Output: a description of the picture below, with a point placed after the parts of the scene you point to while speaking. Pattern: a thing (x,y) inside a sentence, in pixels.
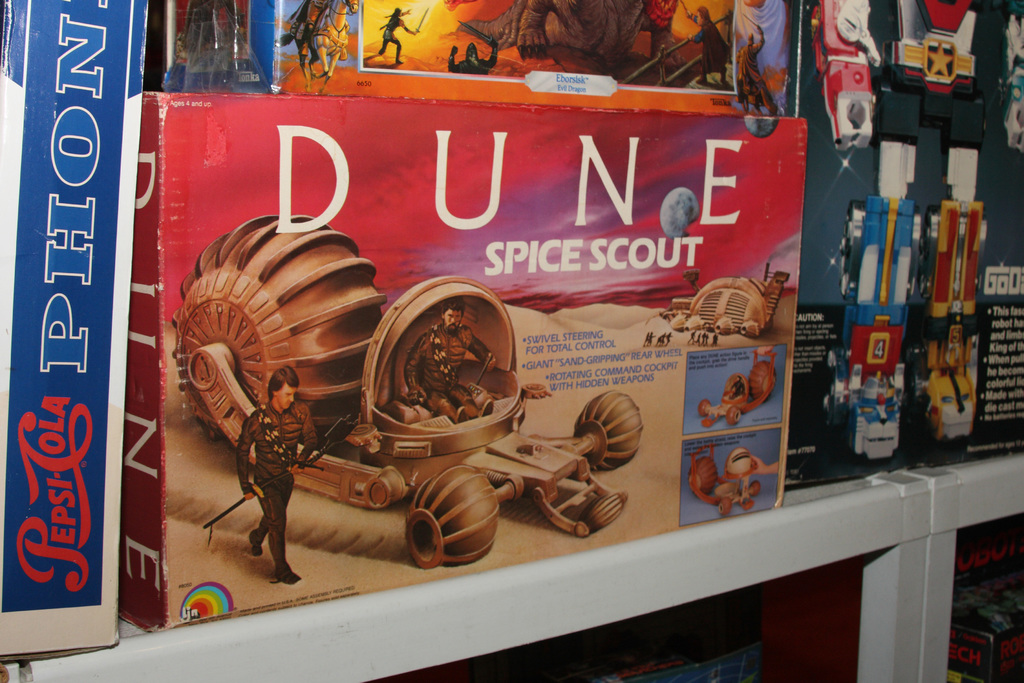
In this picture we can see a box (535,358) on a platform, here we can see people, some objects (482,420) and some text (569,387) on it and in the background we can see some objects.
